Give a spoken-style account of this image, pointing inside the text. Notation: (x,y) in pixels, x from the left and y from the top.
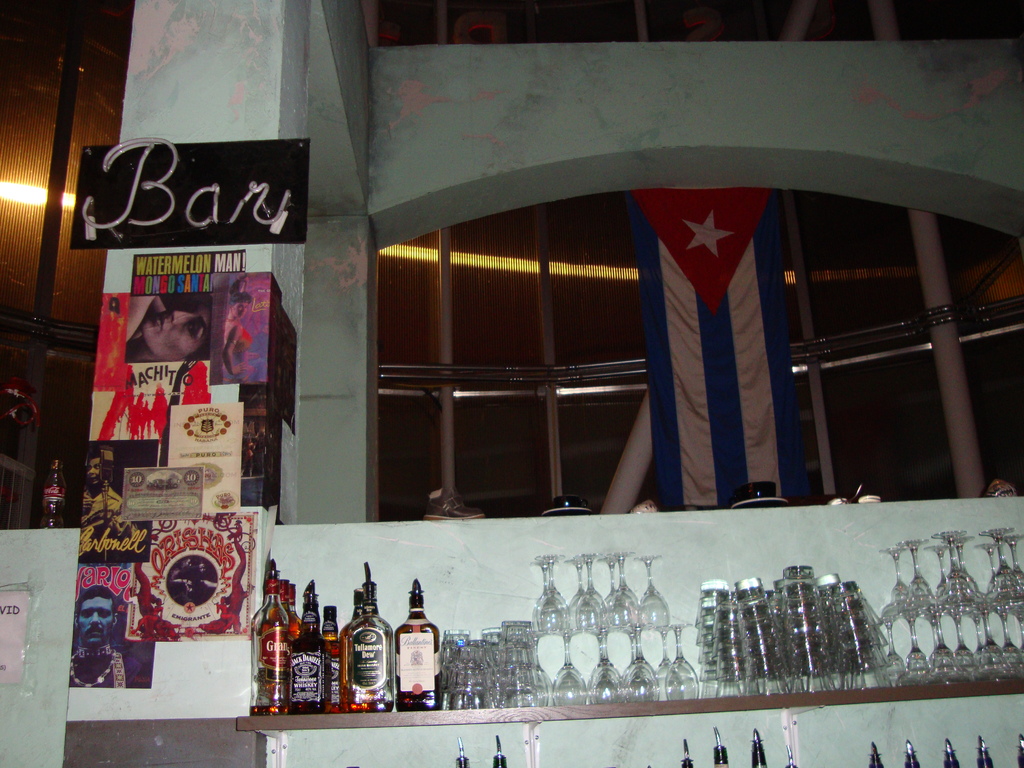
In this picture we can see bottles (404,646) and glasses (575,634) on the rack (739,704). On the left side of the image (165,443), there is a pillar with a board (206,177) and posters (191,446) attached to it. Behind the bottle (300,671), there is a wall (703,524). On top of the wall (67,533), there are some objects (56,488). Behind the wall (719,516), there are poles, light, a banner (661,393) and some objects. In the bottom left corner of the image (0,673), it looks like a paper (9,615) attached to the wall (7,684).
